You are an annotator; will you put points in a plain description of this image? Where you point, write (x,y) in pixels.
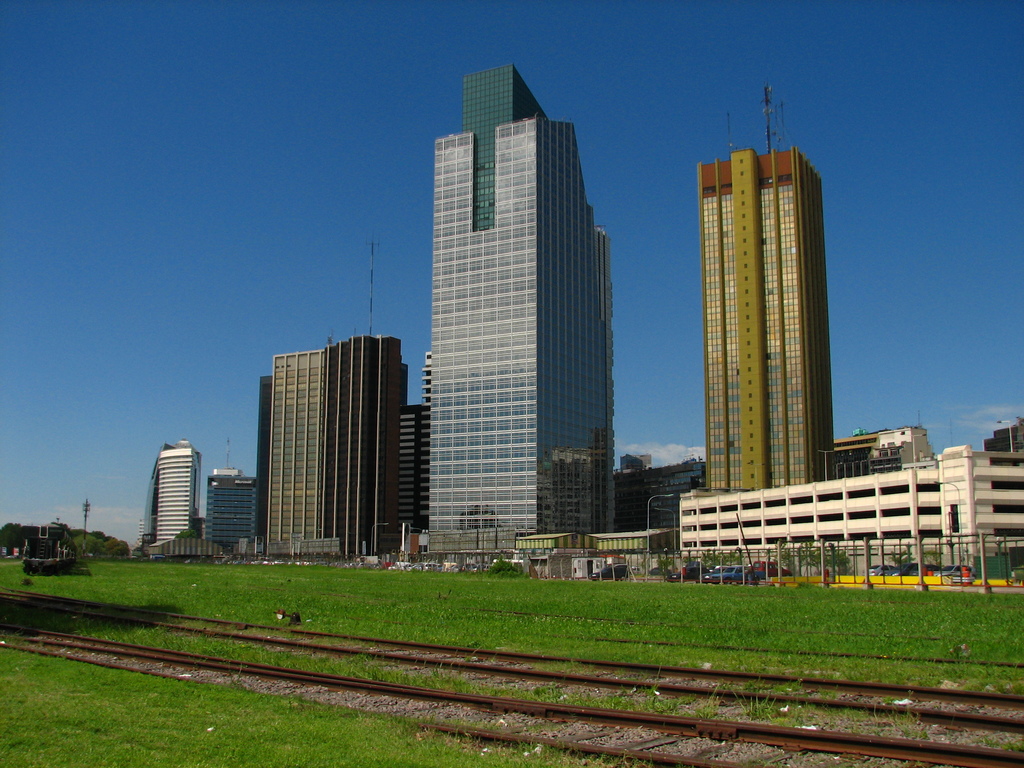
In this picture we can see few tracks (313,683), grass (232,705) and buildings (540,490), and also we can see few trees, vehicles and fence (897,573).
